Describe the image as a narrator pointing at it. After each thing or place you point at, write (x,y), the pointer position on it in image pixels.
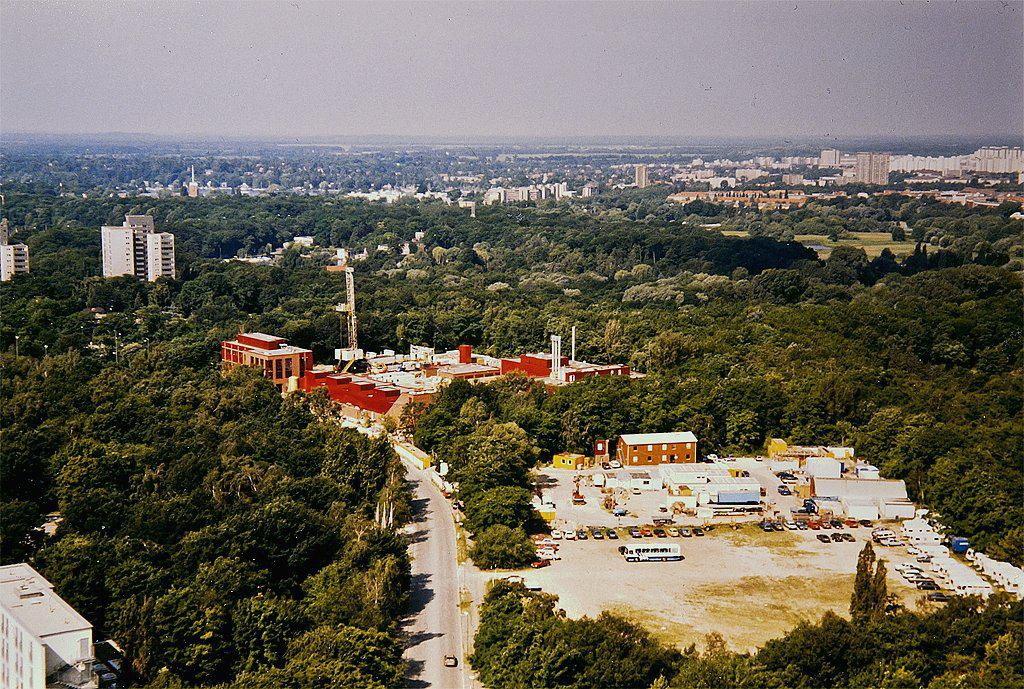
In this picture we can see buildings (573,373), trees (739,685), road (436,661), poles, vehicles (1008,563), and a tower (353,287). In the background (193,74) there is sky (787,95).
